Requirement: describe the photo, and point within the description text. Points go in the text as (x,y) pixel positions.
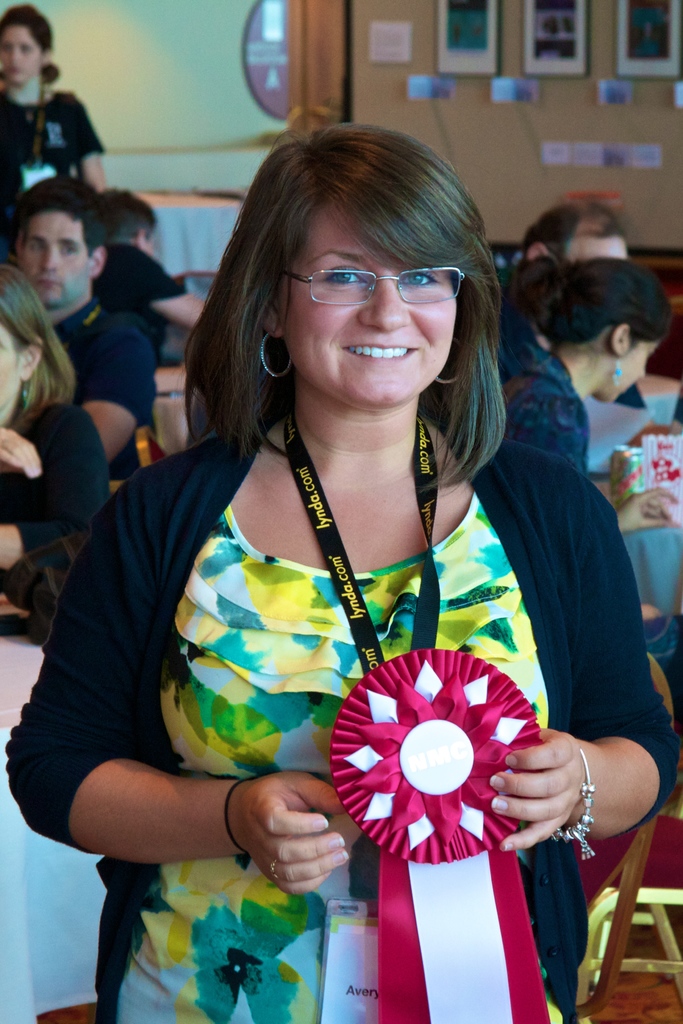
In this image I can see a person (157,825) standing and holding a badge (438,937) which is in white and pink color and the person (270,663) is wearing yellow, green and black color dress (228,608). Background (538,312) I can see few persons (126,462) sitting and I can see few boards (635,25) attached to the wall (500,119) and the wall (537,129) is in cream color.
